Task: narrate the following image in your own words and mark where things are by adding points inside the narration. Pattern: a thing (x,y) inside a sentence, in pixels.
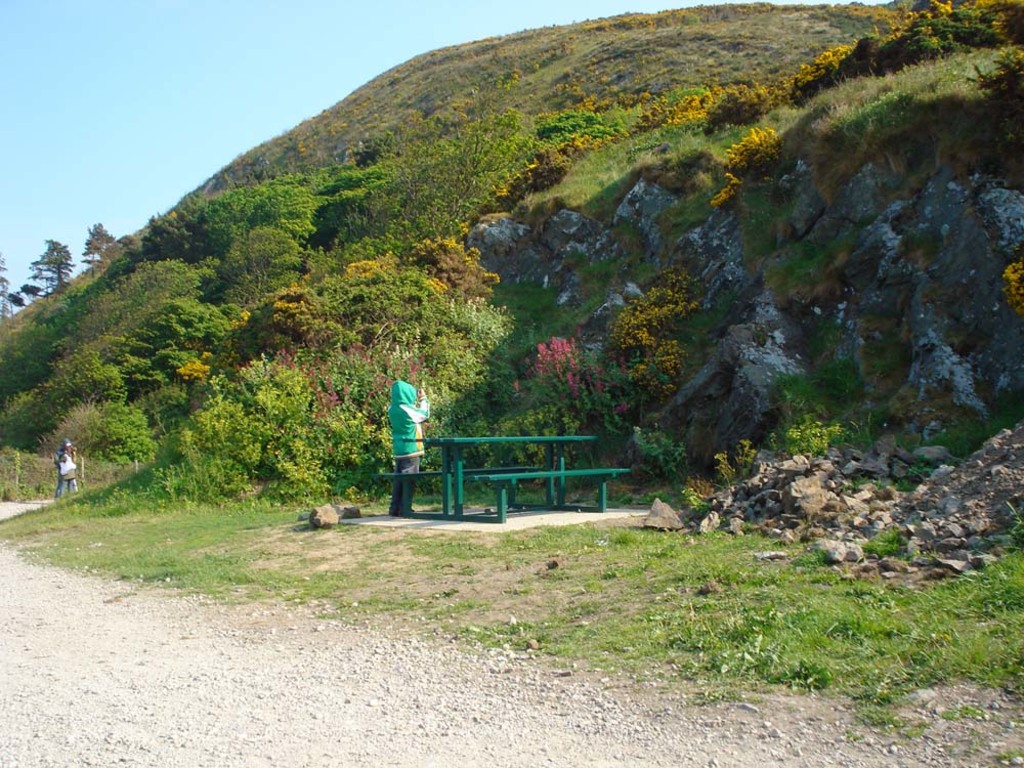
In this image in the background (586,294) there are some mountains (869,184) and trees (234,385), and in the center (401,461) there is one person (410,442) who is standing and beside him there is one bench (477,474). On the left side (66,476) there is another man (72,466) who is standing, at the bottom (141,619) there is a walkway (97,699) and some grass (726,577). On the top of the image (180,95) there is sky (112,130).
